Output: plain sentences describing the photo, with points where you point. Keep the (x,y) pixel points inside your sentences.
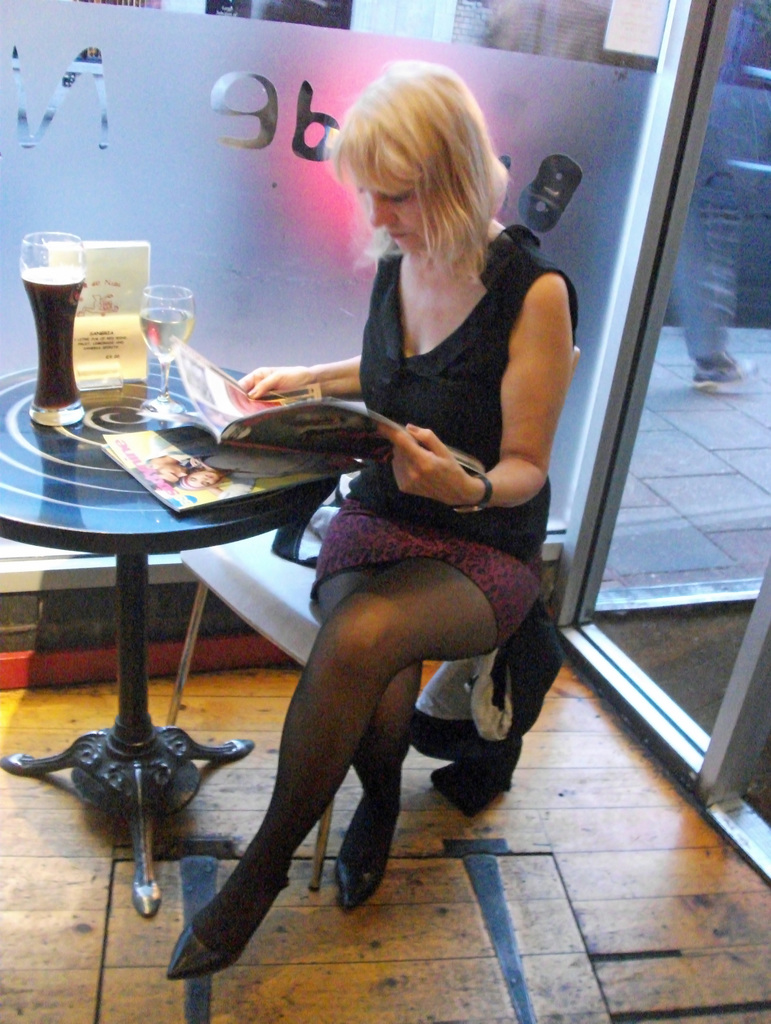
In the picture we can find a woman (500,373) sitting on the chair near to the table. She is reading some book (183,345). On the table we can find a glass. In the background (600,352) we can find a glass wall (181,24) and she is wearing a shoe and wrist watch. She is having a blonde hair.
